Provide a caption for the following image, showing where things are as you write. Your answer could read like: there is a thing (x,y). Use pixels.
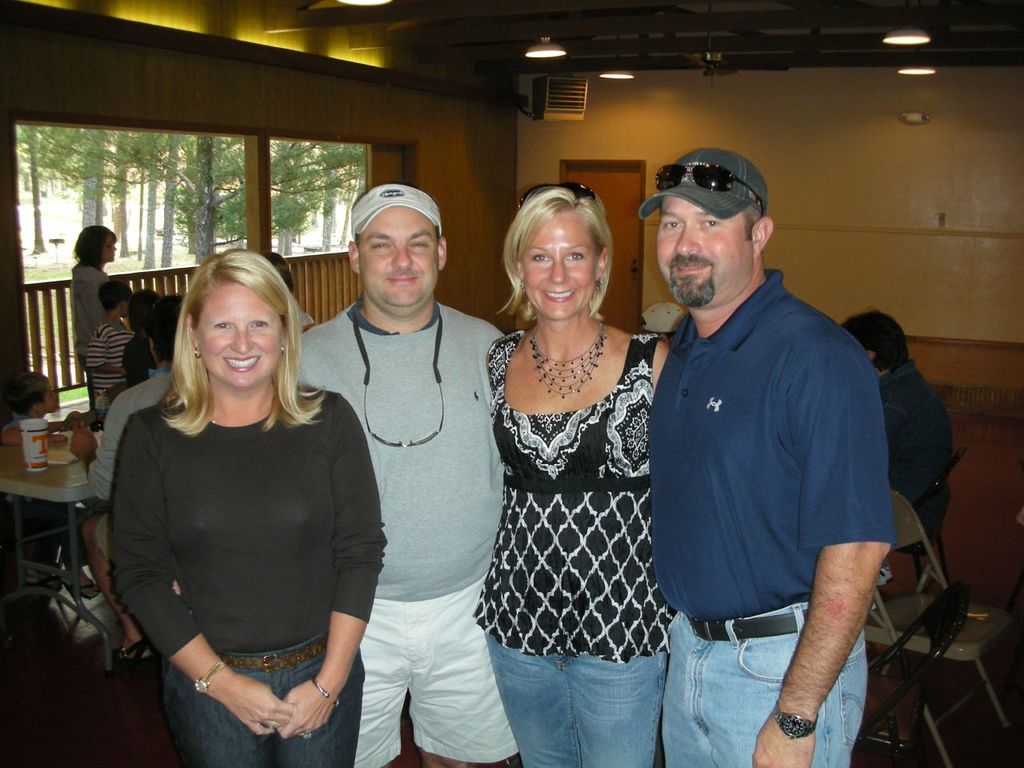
In the image there are a group of people (409,521) standing in the foreground (475,453) and behind them there are kids (104,363) and other people (128,403), in the background (847,176) there is a wall (647,173) and beside the wall (906,176) there is a door (609,222), on the left side (91,283) there is a person (104,281), behind the person (83,251) there are trees (208,155).
